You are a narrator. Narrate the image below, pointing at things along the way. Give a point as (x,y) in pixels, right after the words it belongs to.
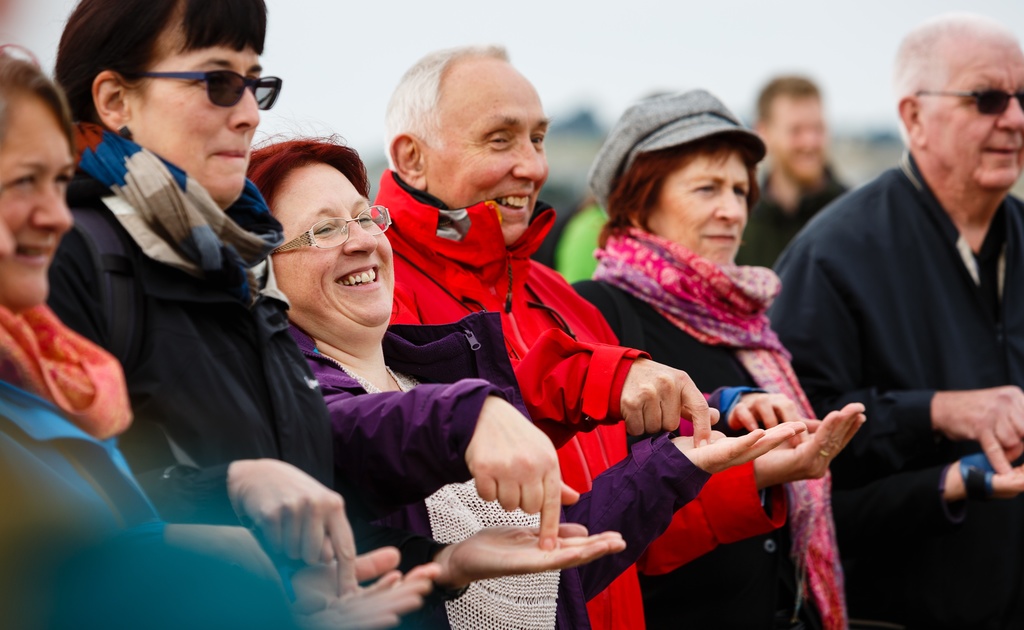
In this image we can see there are a few people (361,351) standing with a smile.
